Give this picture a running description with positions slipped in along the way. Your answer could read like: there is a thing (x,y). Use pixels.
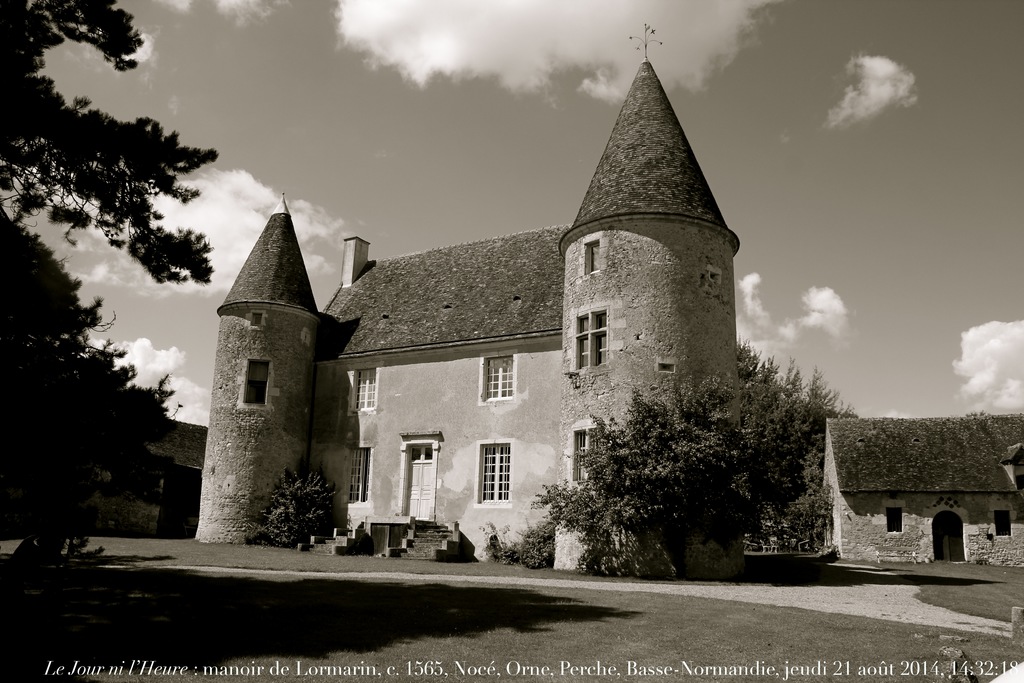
This image is a black and white image. There is building (550,354) in the middle (547,433). There are trees (40,165) in the middle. There is sky (431,81) at the top (456,111). There are doors (417,474) and windows (503,388) on that building (408,457).
